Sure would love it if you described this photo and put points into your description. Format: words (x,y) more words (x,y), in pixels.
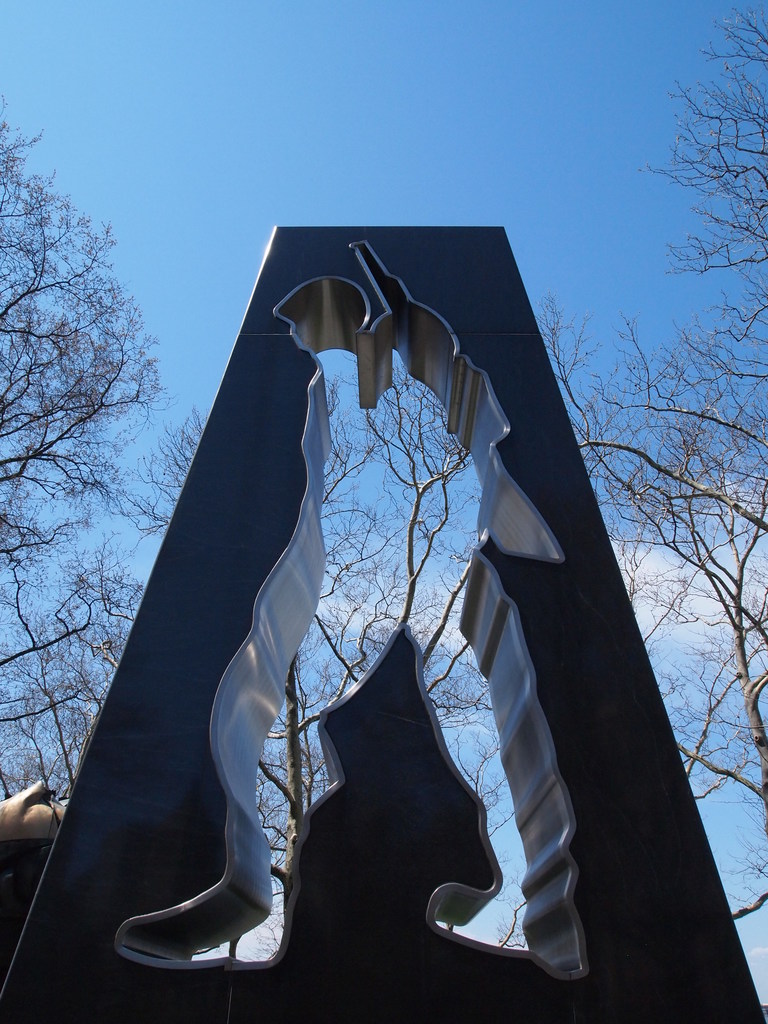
In the center of the image (280,381) there is wall (461,848). There are trees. In the background of the image (460,187) there is sky (359,145).
